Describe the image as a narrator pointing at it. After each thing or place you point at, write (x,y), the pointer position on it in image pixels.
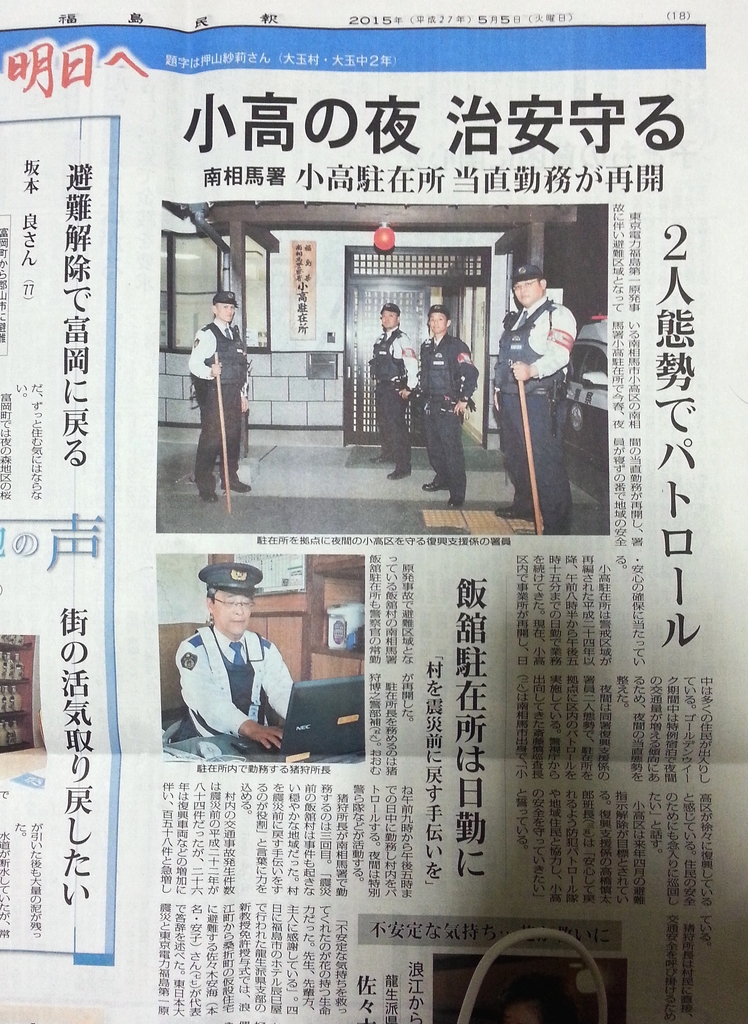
This picture contains a newspaper (299,339) with some text (284,799) written in some other language. Here, we see four security guards (406,350) standing outside the building (333,312). Below that, we see a police officer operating the laptop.
